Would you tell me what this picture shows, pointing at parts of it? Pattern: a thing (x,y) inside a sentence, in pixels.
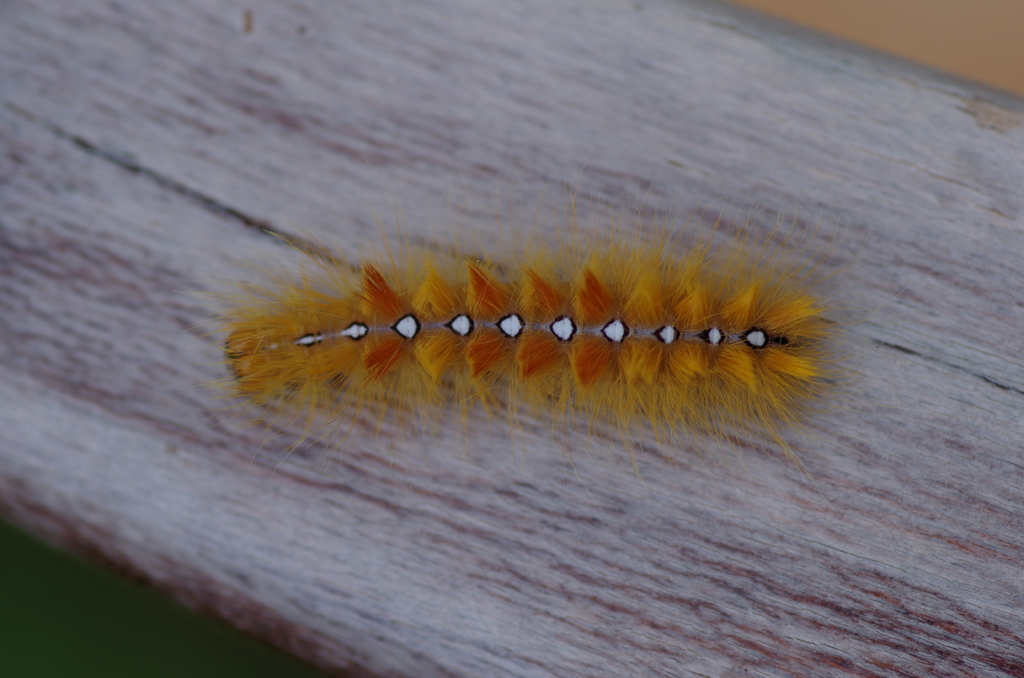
In this image we can see an insect (559,363) on the wooden surface (496,425).
